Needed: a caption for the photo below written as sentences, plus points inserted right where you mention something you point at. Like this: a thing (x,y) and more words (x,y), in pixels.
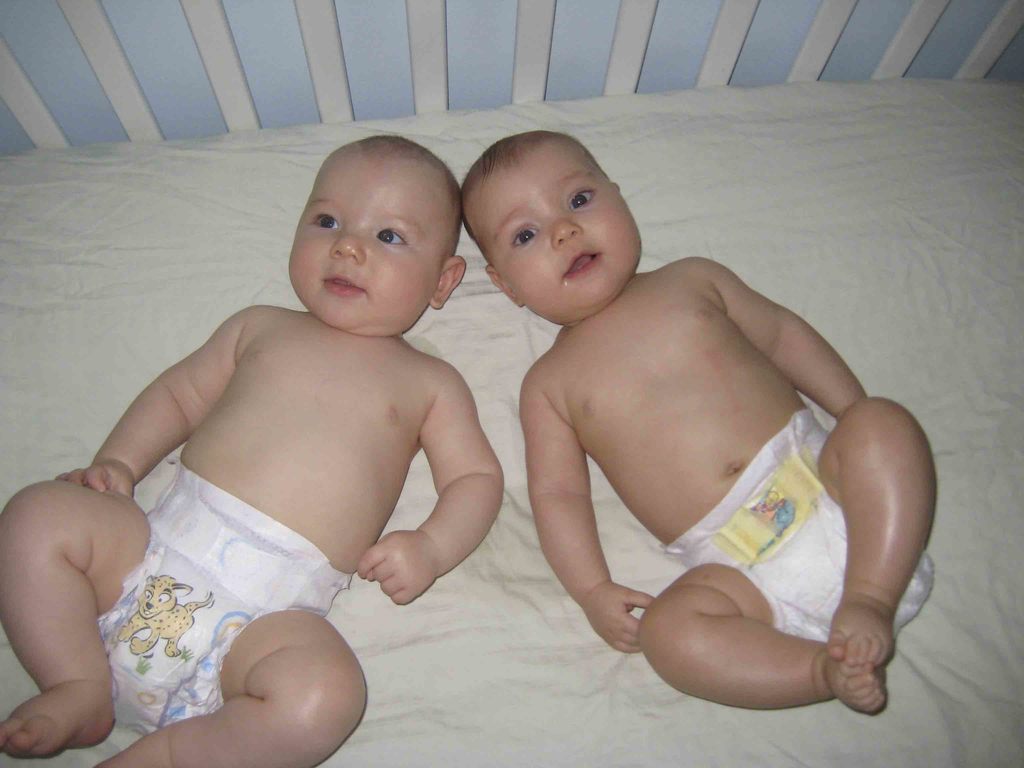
In this picture we can see two children (672,445) are lying, they wore pampers (714,523), we can see a cradle (142,347) at the bottom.
